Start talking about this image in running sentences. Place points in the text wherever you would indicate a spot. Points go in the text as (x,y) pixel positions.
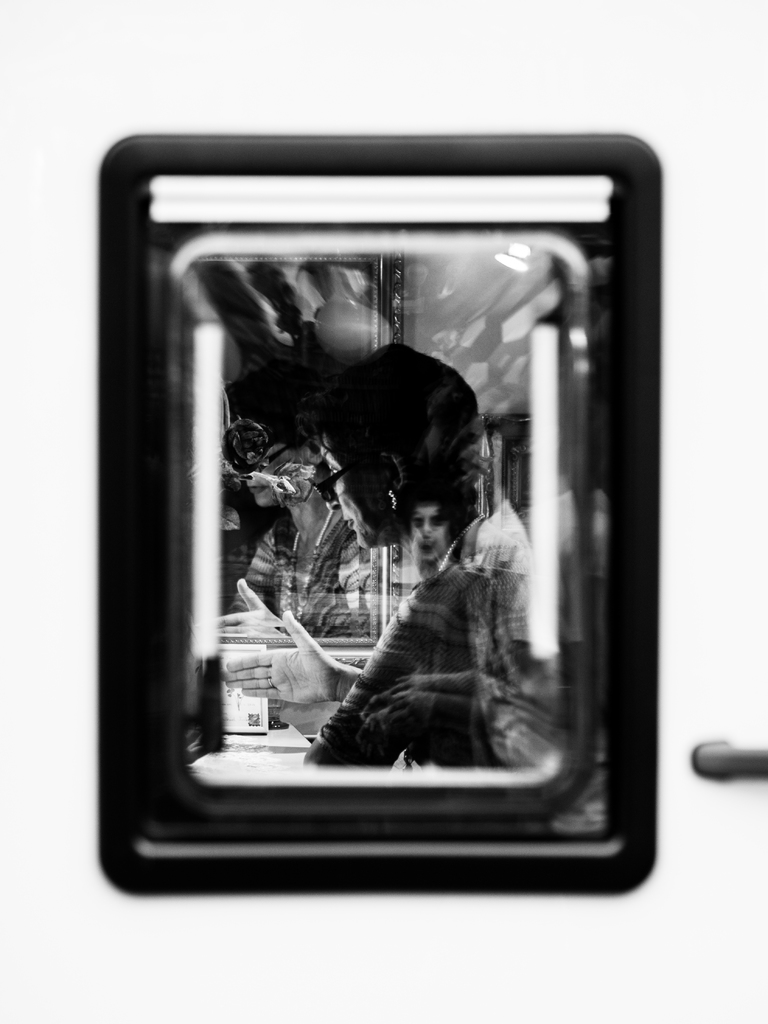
This is a black and white image. In this we can see a mirror (450,334). On the mirror (282,386) there are persons (343,490). And it is looking blurred.
